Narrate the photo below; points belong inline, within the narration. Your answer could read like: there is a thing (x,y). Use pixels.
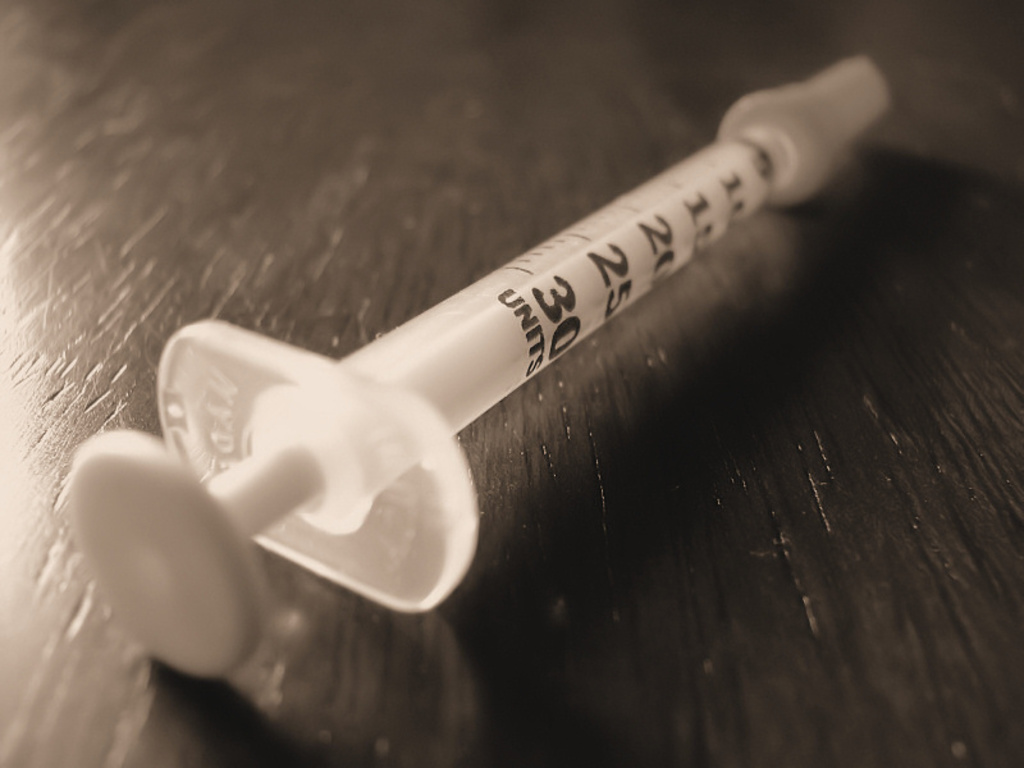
In this image I can see a syringe (419,392) on a wooden object (792,293).
